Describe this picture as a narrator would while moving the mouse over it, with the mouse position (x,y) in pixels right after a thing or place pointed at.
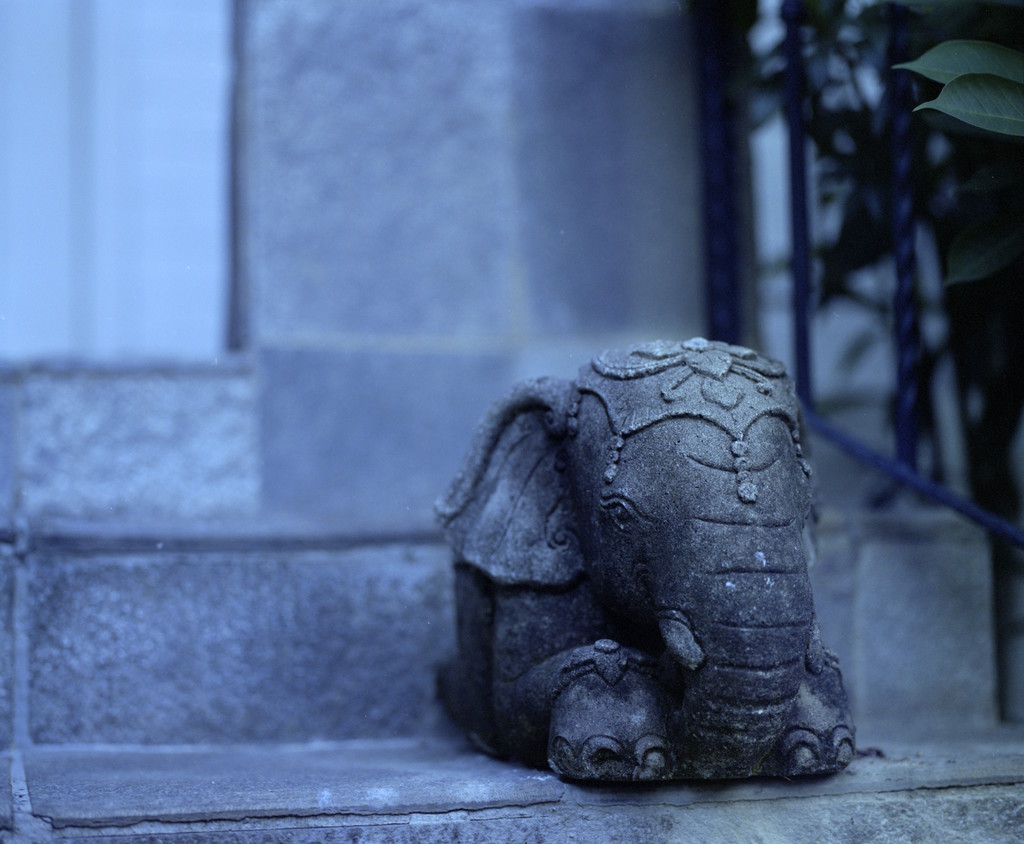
In this image there is a sculpture (664,602) of an elephant (680,540), there is staircase (321,768) towards the bottom of the image (380,710), there is a wall (343,245) towards the top of the image (379,251), there are leaves (963,89) towards the right of the image (976,88), there are objects (789,59) towards the top of the image (900,46), there is an object (971,506) towards the right of the image (995,529).
